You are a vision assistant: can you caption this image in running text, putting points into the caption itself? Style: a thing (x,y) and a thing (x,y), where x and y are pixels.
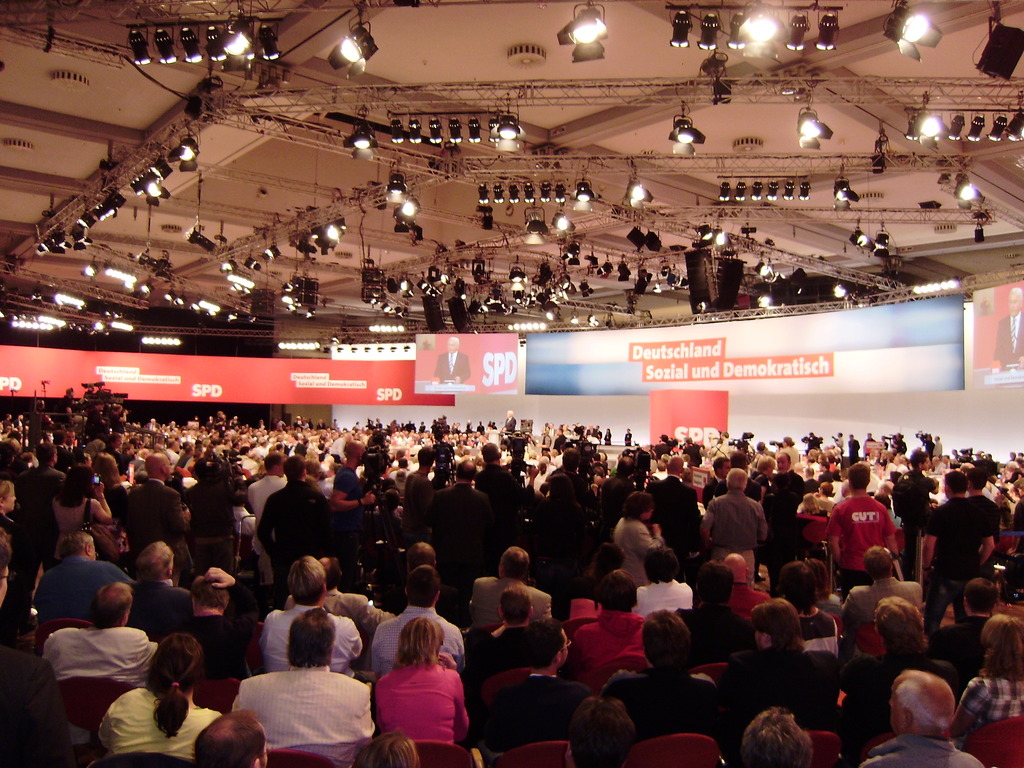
In this image we can see many people (585,648). There are many lights (501,197) attached to the roof (380,231). There are advertising boards (765,378) in the image. There are two digital screens (497,369) in the image.
